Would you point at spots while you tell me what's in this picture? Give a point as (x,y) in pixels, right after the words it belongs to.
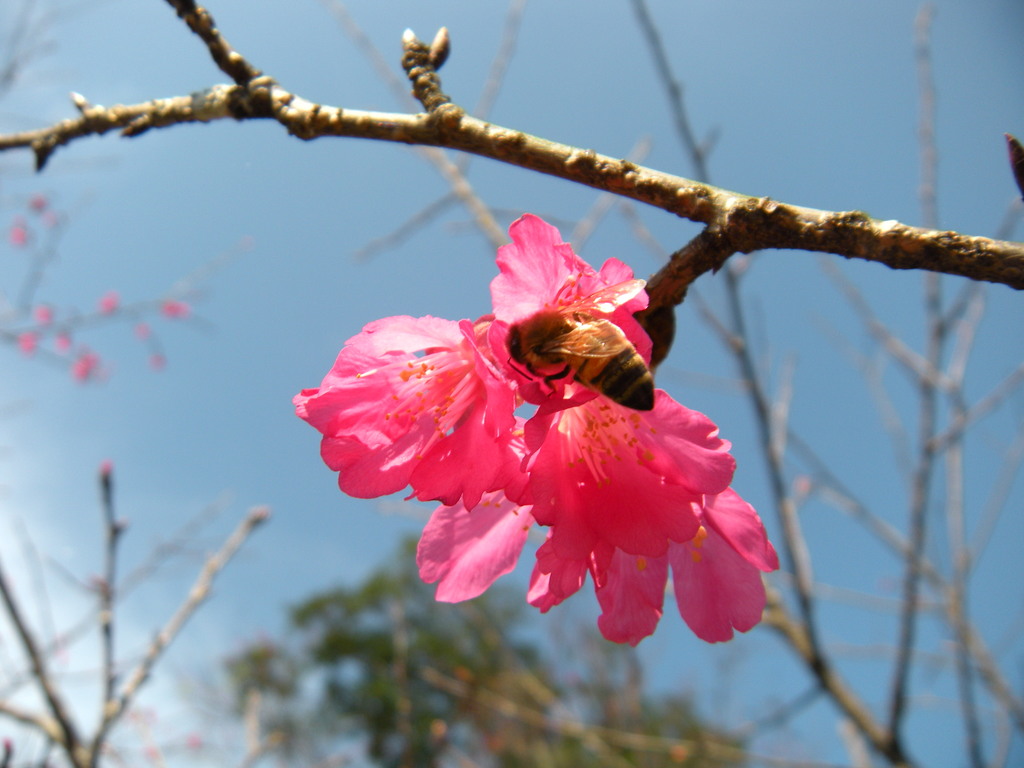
In this image we can see pink color flowers (635,531) of a plant (540,309) and a honey bee (615,304) on it. The background of the image (693,361) is blurred, where we can see trees (686,726) and the blue color sky (877,623).
